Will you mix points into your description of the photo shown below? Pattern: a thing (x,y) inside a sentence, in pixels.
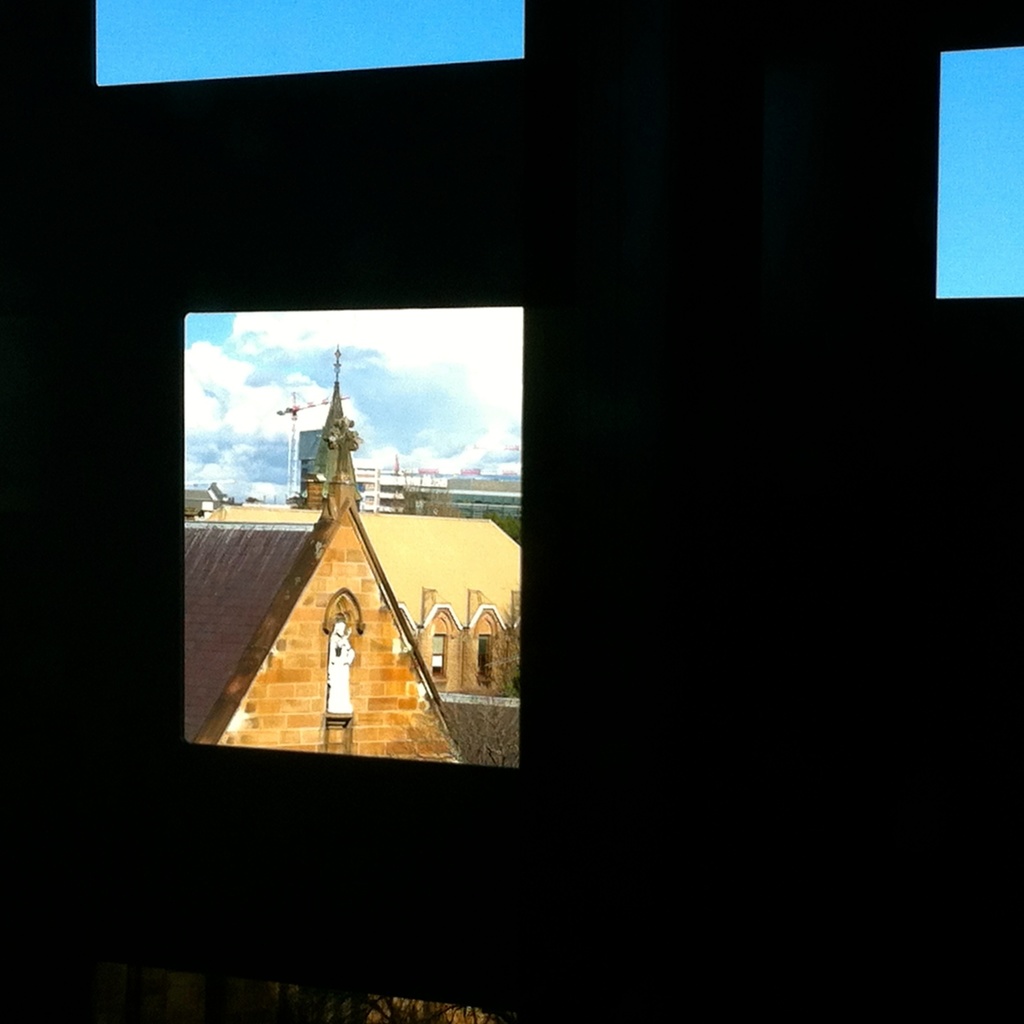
In this image we can see an object (659,545) which looks like a window (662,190), through the window (415,677) we can see few buildings (423,524), a statue (337,647) to the building (369,672), trees (463,749) and the sky (269,440) with clouds (245,386).
